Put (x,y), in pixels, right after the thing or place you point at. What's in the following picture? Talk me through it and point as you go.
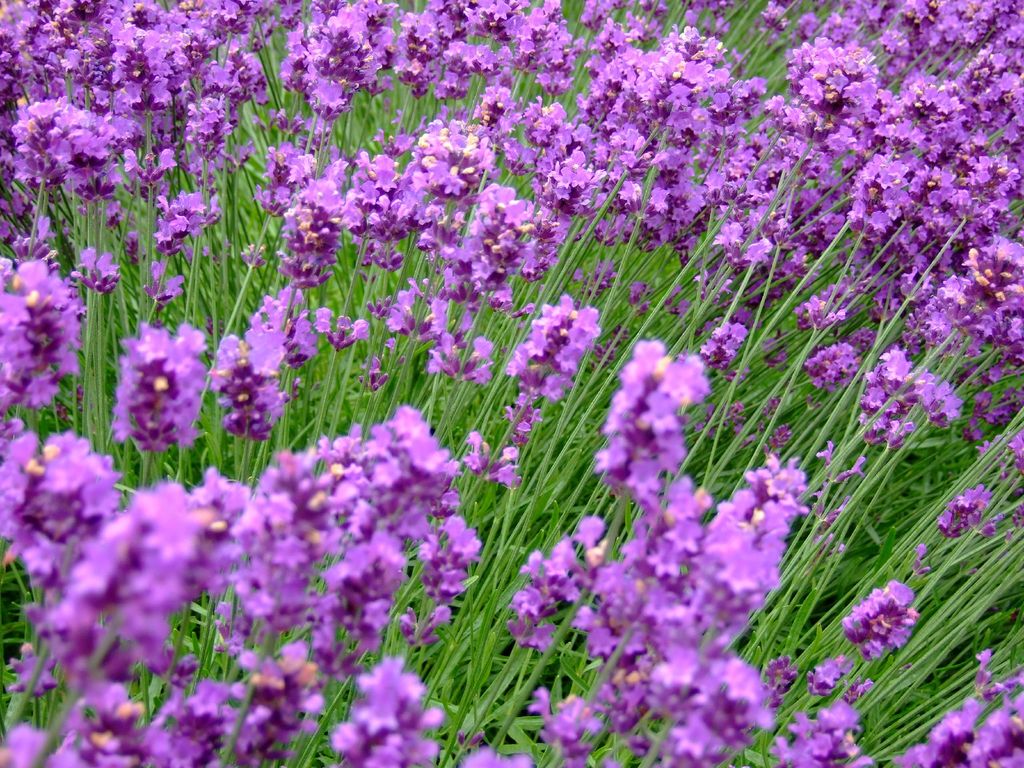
In this image we can see a flower garden (506,368). There are many plants (589,338) in the image. There are many flowers (426,159) to the plants (515,312). The flowers (485,279) are in purple color.
